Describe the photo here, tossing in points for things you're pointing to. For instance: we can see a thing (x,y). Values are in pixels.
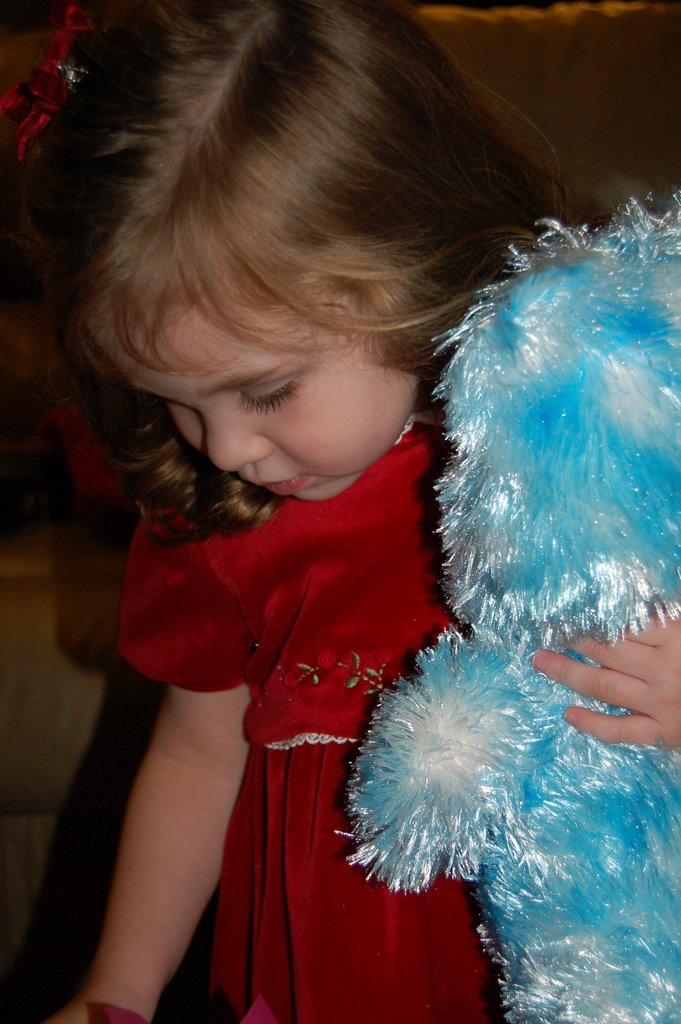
In this image I can see the child (363,295) holding the toy (611,573). The child (317,638) is wearing the red color dress (242,888) and the toy (376,759) is in white and blue color.
